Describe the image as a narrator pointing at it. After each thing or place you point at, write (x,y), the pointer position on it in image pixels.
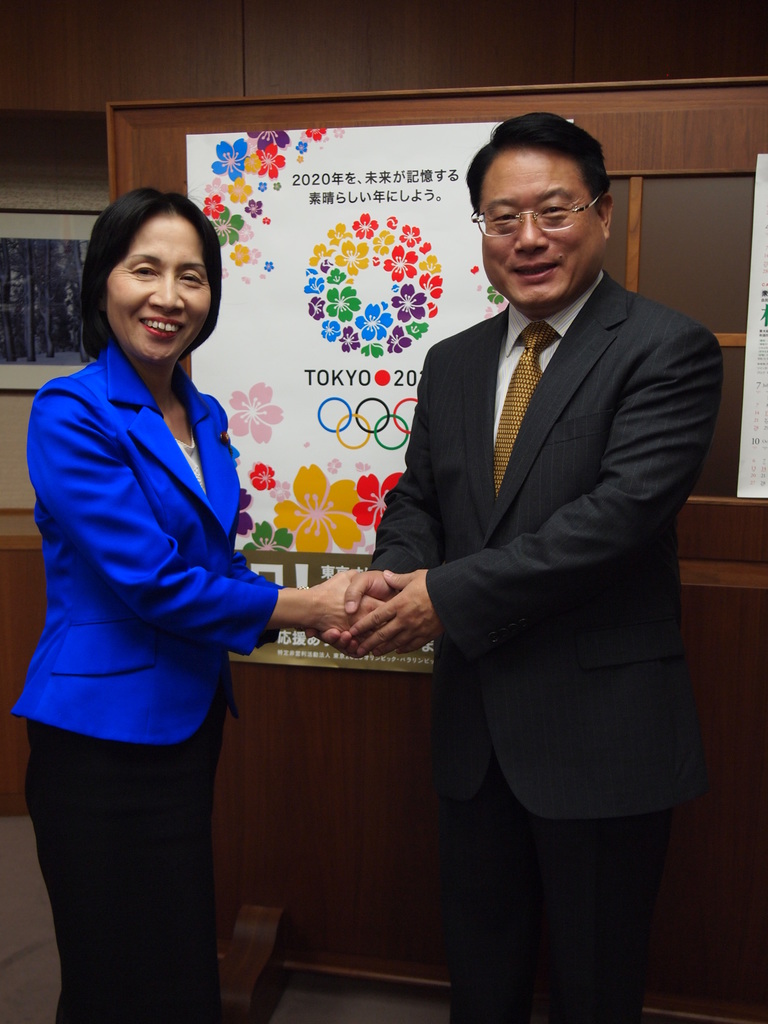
In this picture I can observe a man (480,408) and woman (96,648). Both of them are wearing coats (533,541). They are smiling. Behind them I can observe a poster (306,268).
